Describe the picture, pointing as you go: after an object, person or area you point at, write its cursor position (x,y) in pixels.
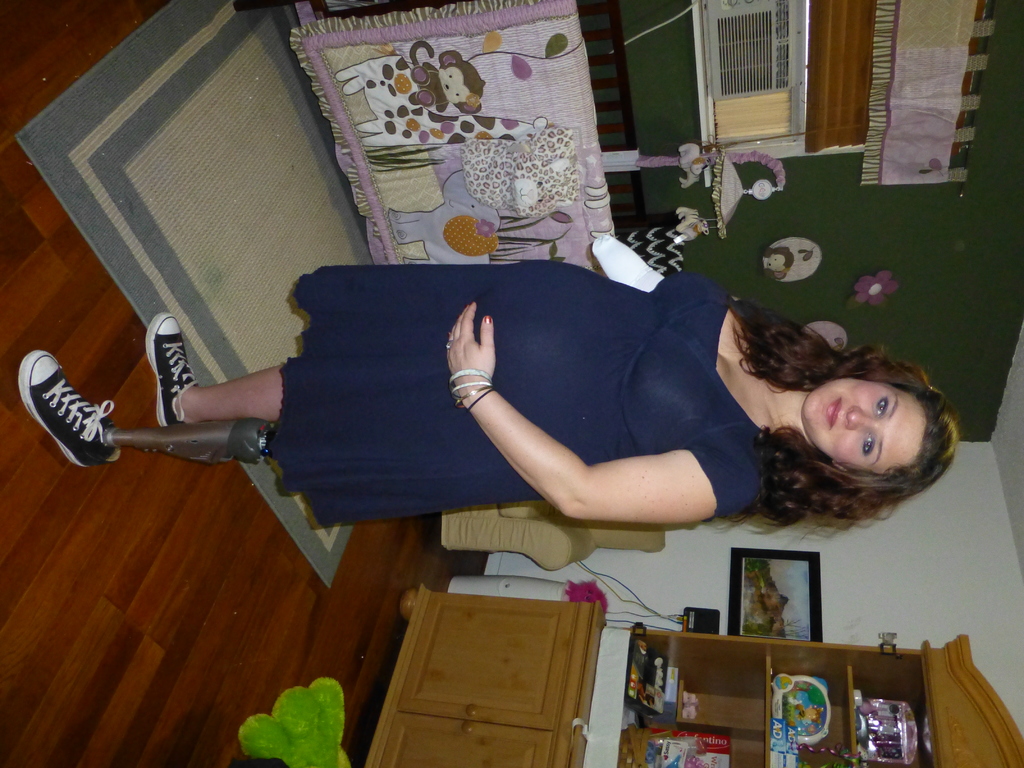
In this image we can see a woman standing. And we can see the cradle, picture frame (732,611) on the wall (713,596). And we can see the wooden cupboard (523,649). And we can see the mat (129,90). And we can see the window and sofa (499,545).
